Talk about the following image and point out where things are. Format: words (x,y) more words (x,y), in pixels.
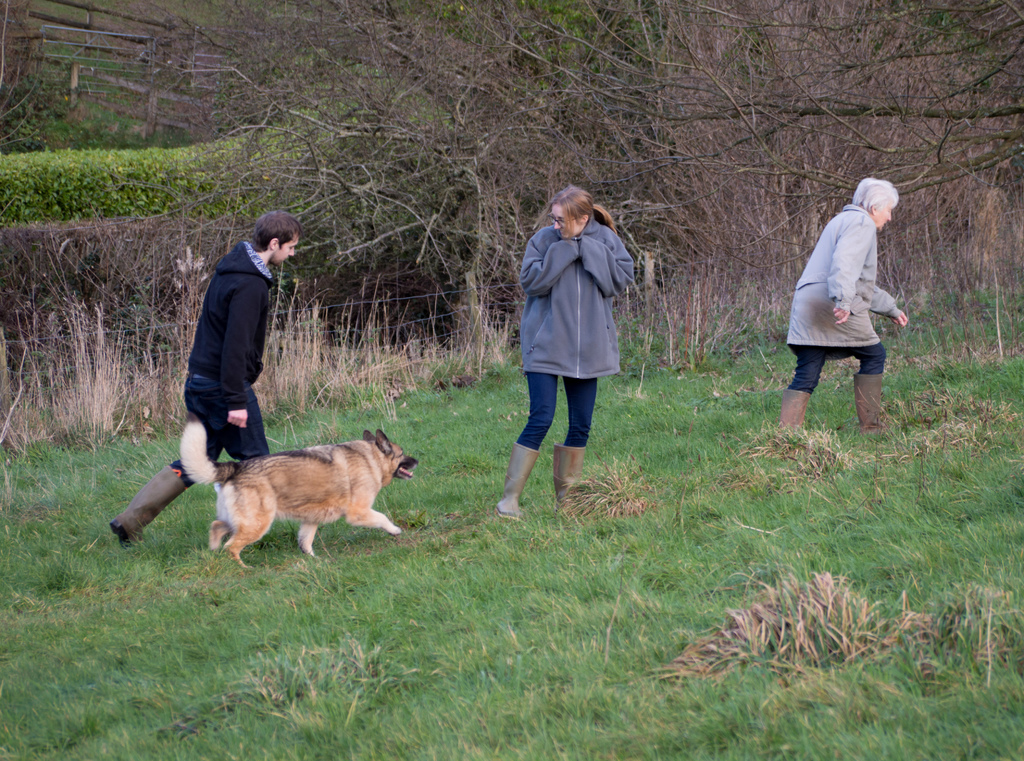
In this picture we can see three persons (829,323) and a dog (358,499), at the bottom (627,672) there is grass (560,575), in the background (499,120) we can see trees (247,81), there is fencing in the middle (442,338).
